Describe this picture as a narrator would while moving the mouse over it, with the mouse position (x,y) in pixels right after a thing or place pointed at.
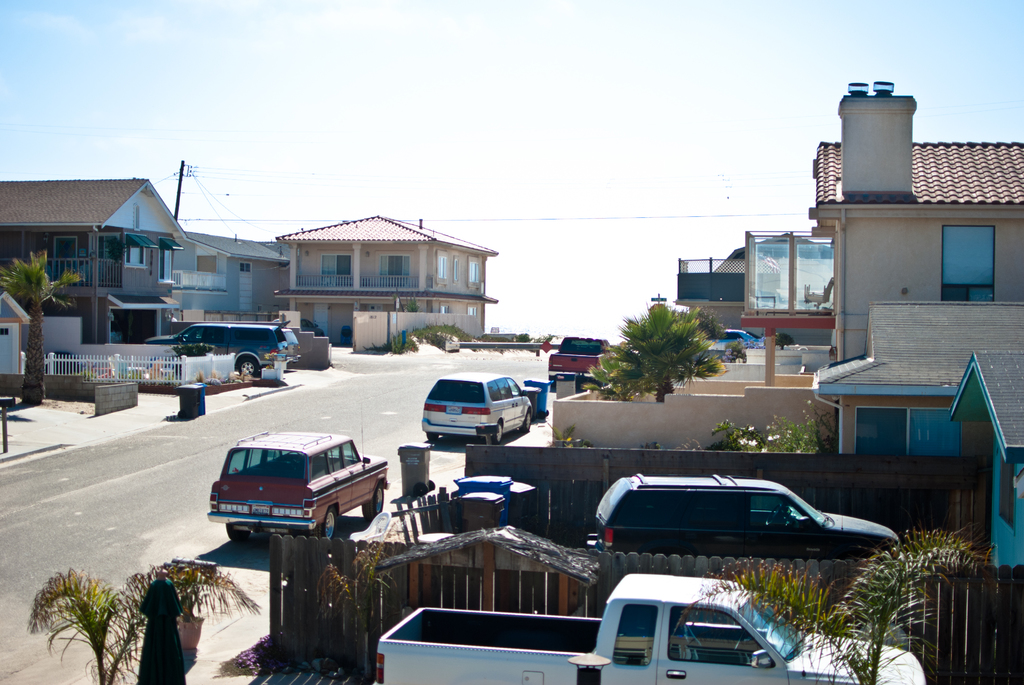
This image consists of many buildings (812,345) and cars (290,456). In the middle (398,364), there is a road (305,417) on which many cars (738,678) are parked. And we can see small trees (839,624) near the houses (829,166). At the top (769,80), there is sky (818,109).
